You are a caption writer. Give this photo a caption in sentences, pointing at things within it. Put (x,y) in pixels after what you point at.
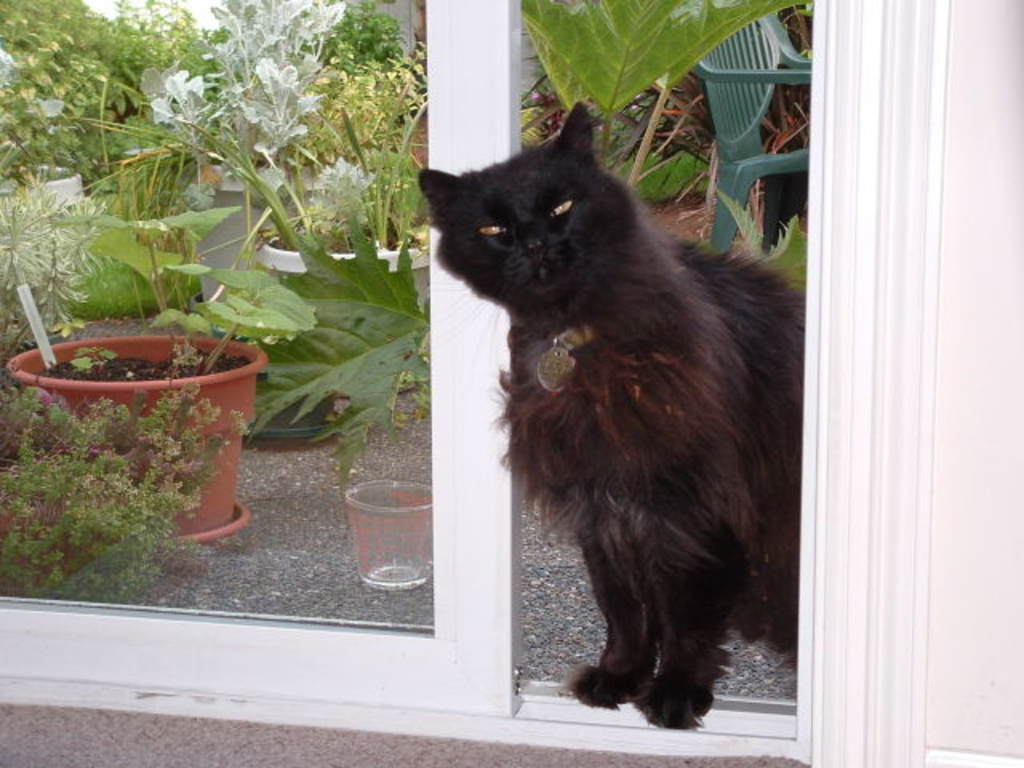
In this image there is a black color cat (602,392). There is a glass door (346,463) through which we can see plants (154,193), glass (348,510). There is a chair (712,84). To the right side of the image (993,355) there is a wall (972,509). At the bottom of the image (276,730) there is floor (186,756).
